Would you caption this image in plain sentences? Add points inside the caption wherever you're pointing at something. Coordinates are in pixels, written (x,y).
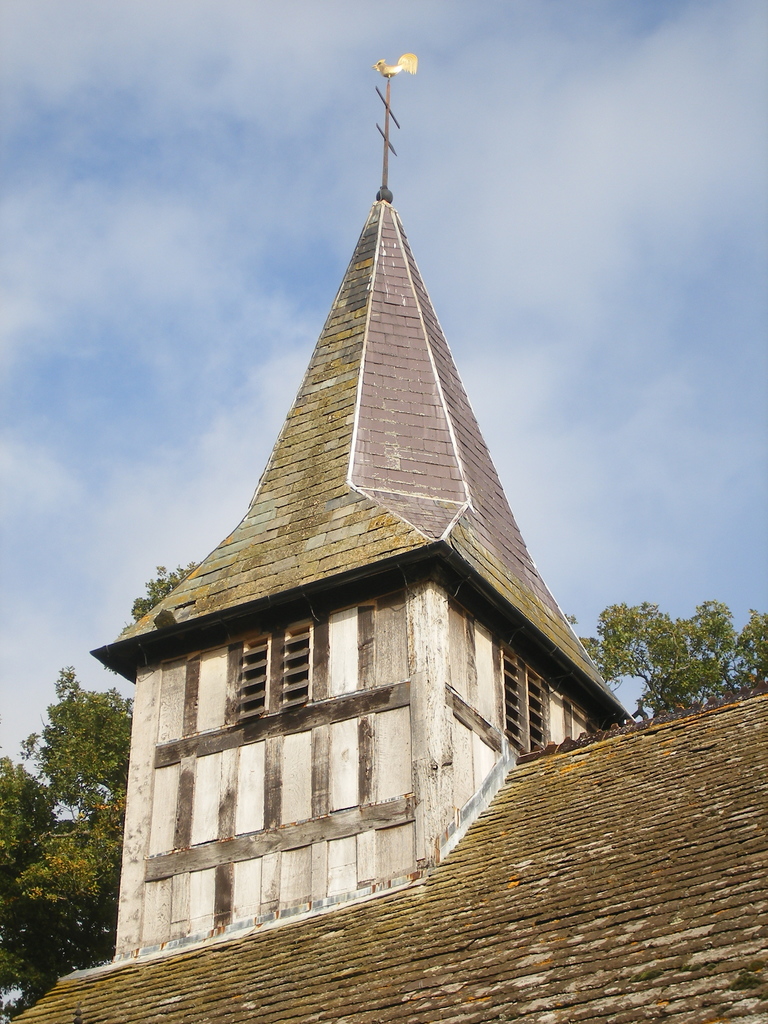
In this image I can see a building (109,1018) and number of trees (115,906). i can also see a cloudy sky (366,22) in the background (33,530).
